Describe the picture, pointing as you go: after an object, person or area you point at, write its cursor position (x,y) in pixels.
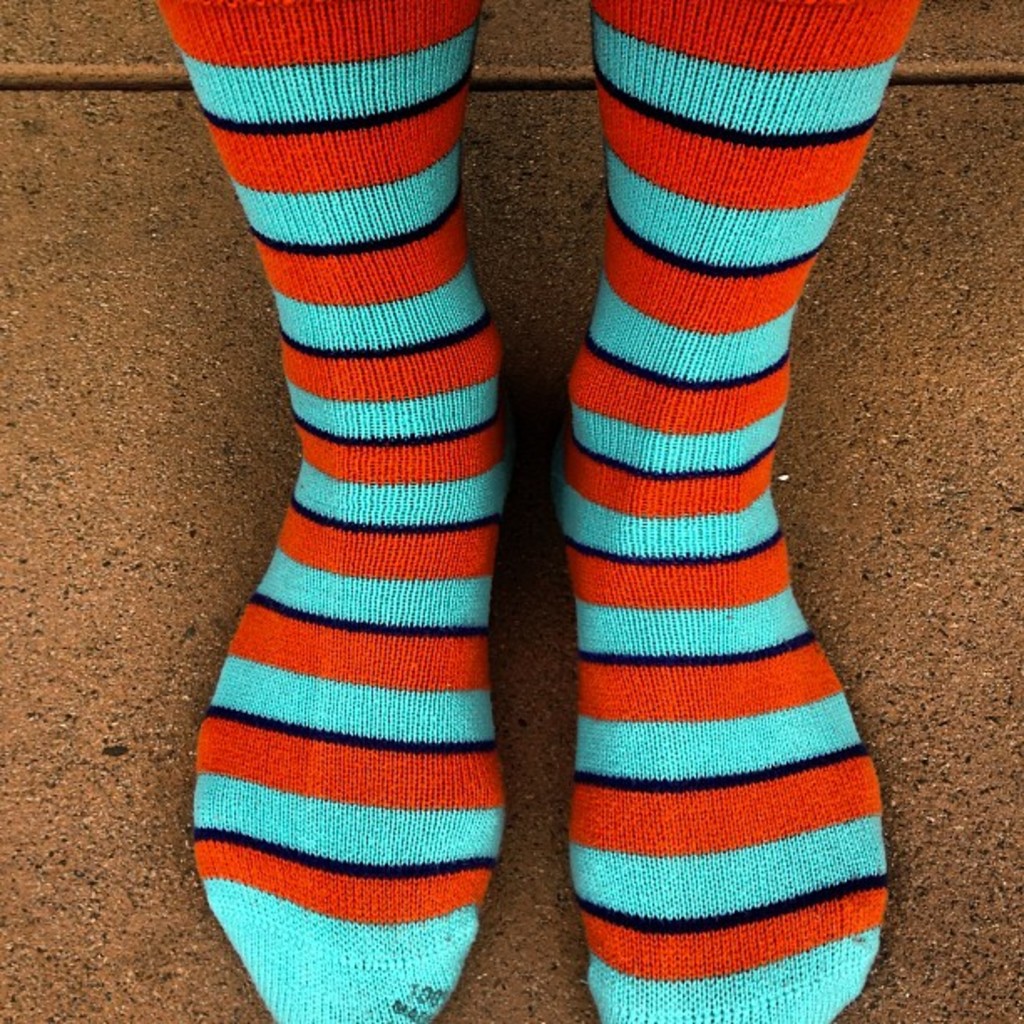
There is a person (411,709) wearing socks (768,433) which are in blue, black and orange color combination. This person (650,462) keeping both feet (252,638) on a floor (1015,316).
